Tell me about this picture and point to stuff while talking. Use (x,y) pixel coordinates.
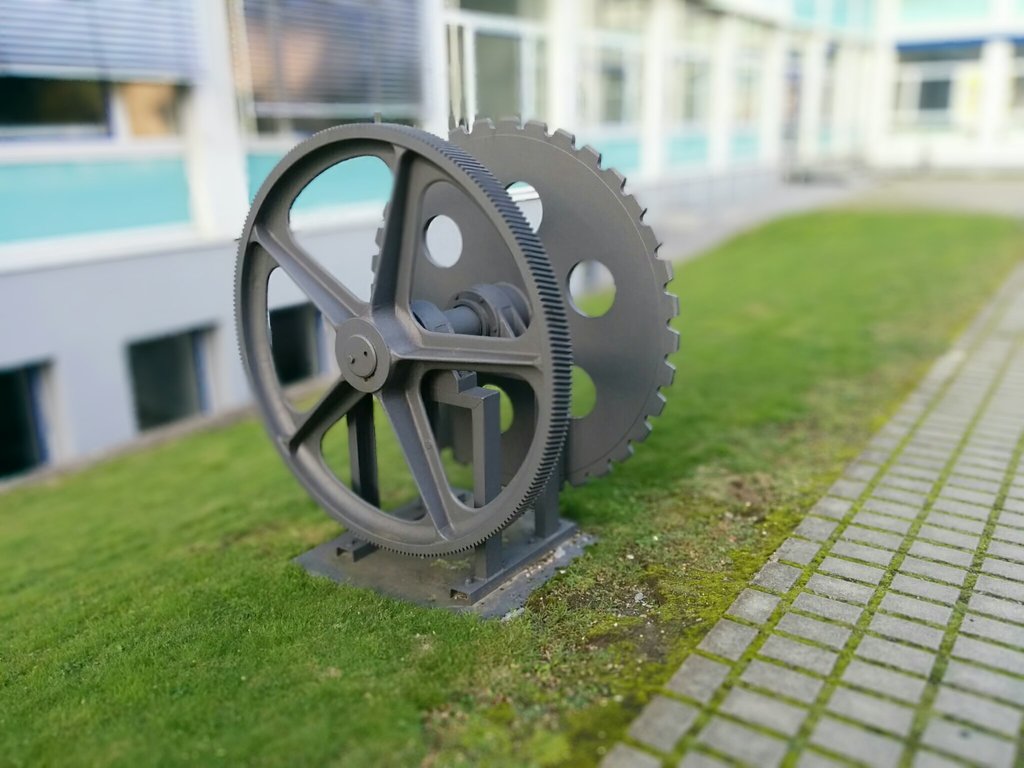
This picture is clicked outside. On the right corner (874,465) we can see the pavement (864,710). On the left (262,188) there is a metal object (539,421) seems to be gear wheels (453,334) placed on the ground (242,625), we can see the green grass (765,280). In the background (841,24) we can see the buildings (483,61), windows (85,92) and window blinds (315,94) of the buildings (605,120) and we can see some other objects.
